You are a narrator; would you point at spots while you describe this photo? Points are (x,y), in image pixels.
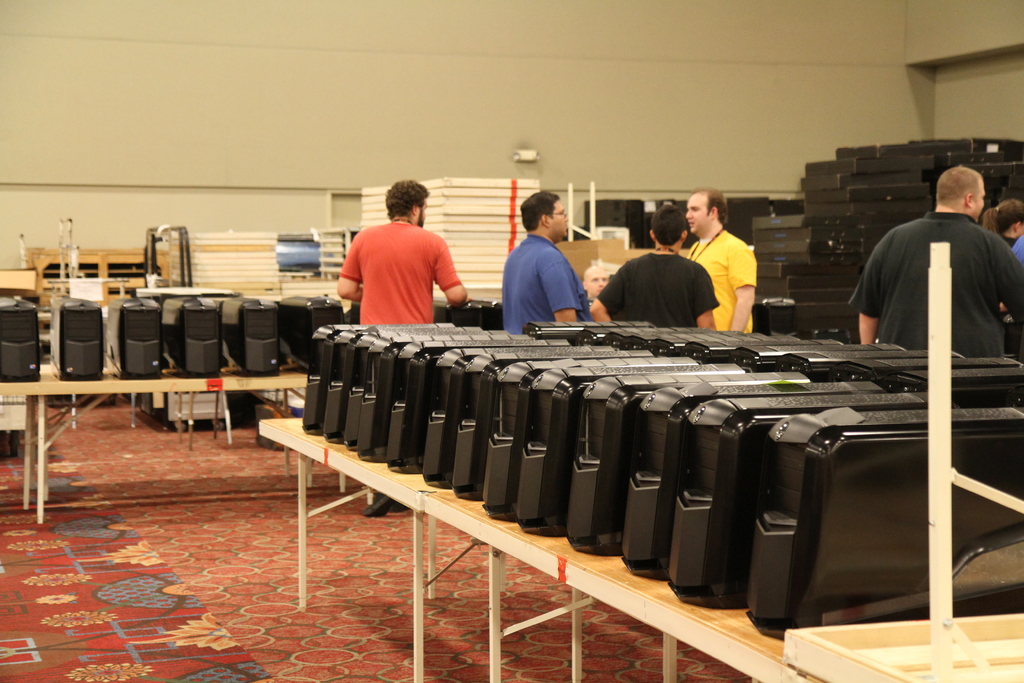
there are cpus (590,447) present on the table (337,444). behind that people (599,269) are standing and talking to each other.
